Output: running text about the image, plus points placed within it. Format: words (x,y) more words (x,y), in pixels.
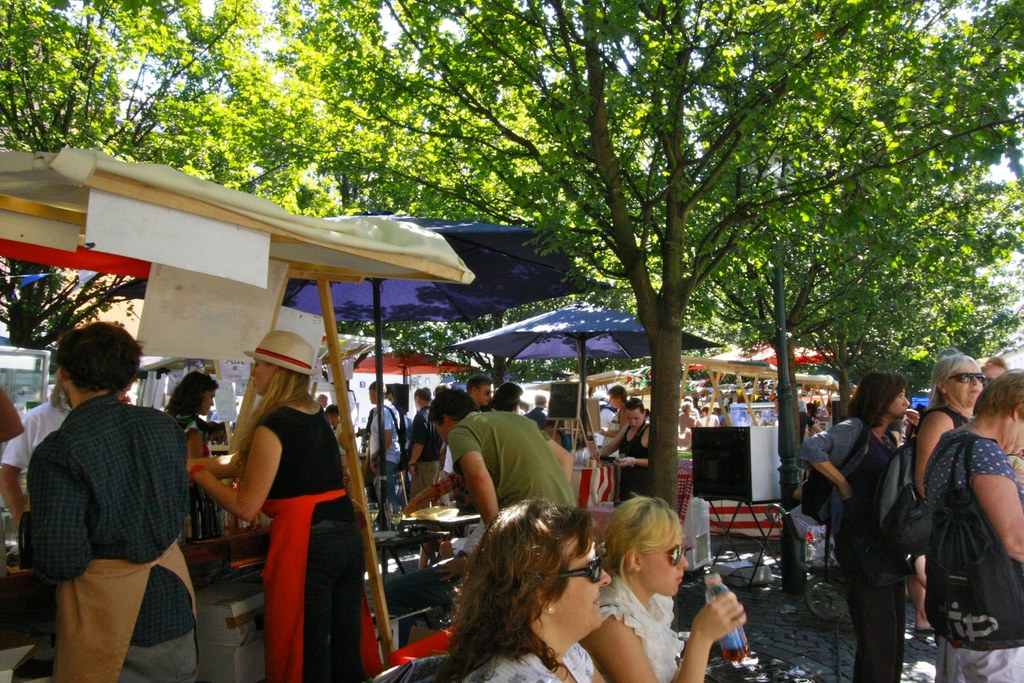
In this picture we can see stalls (731,514), pole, and few persons (306,539). In the background (777,235) there are trees (923,236).
